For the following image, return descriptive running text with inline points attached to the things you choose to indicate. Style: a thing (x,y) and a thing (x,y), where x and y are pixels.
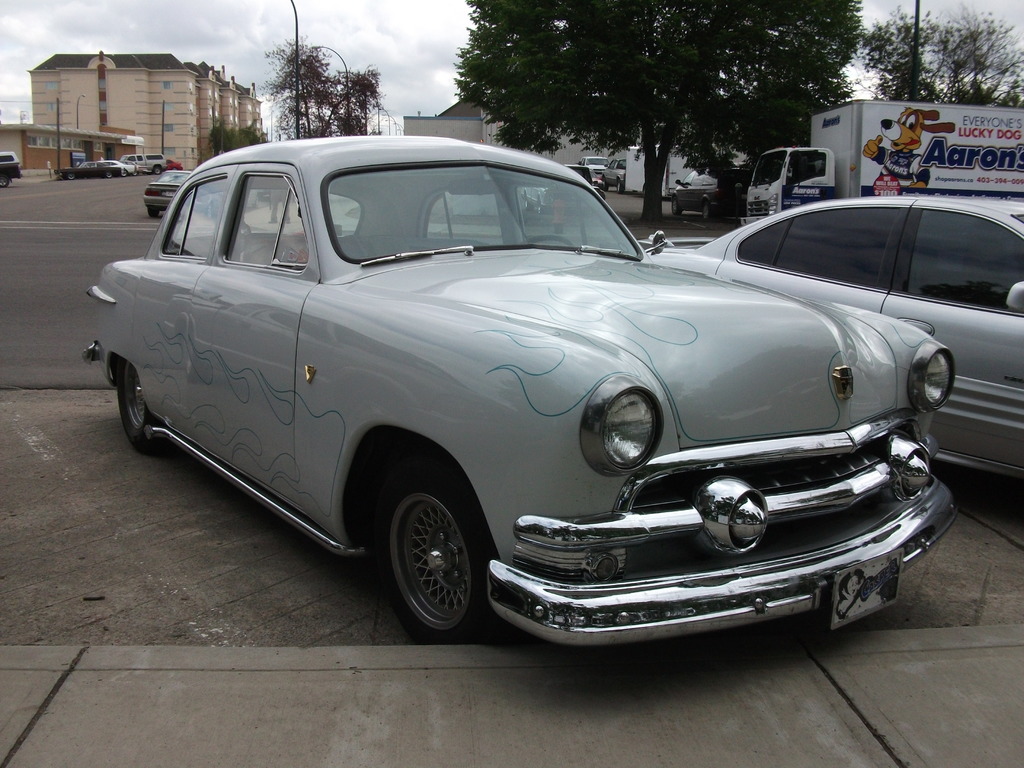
In the image there are many cars (297,232) and on the right side (836,152) there is a van (831,160), behind the van (836,118) there are some trees (736,69) and on the left side (130,123) there are buildings (202,100).
